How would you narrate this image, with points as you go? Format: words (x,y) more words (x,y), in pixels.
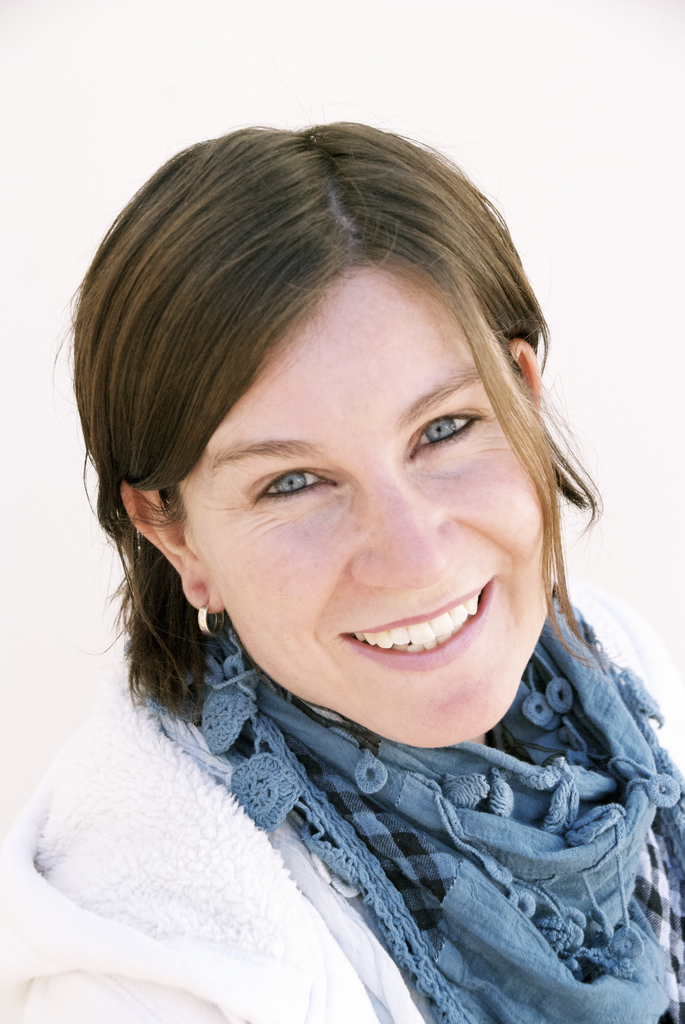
In this image I can see the person (274,693) with the white and blue color dress (219,871) and I can see the white color background (286,106).
